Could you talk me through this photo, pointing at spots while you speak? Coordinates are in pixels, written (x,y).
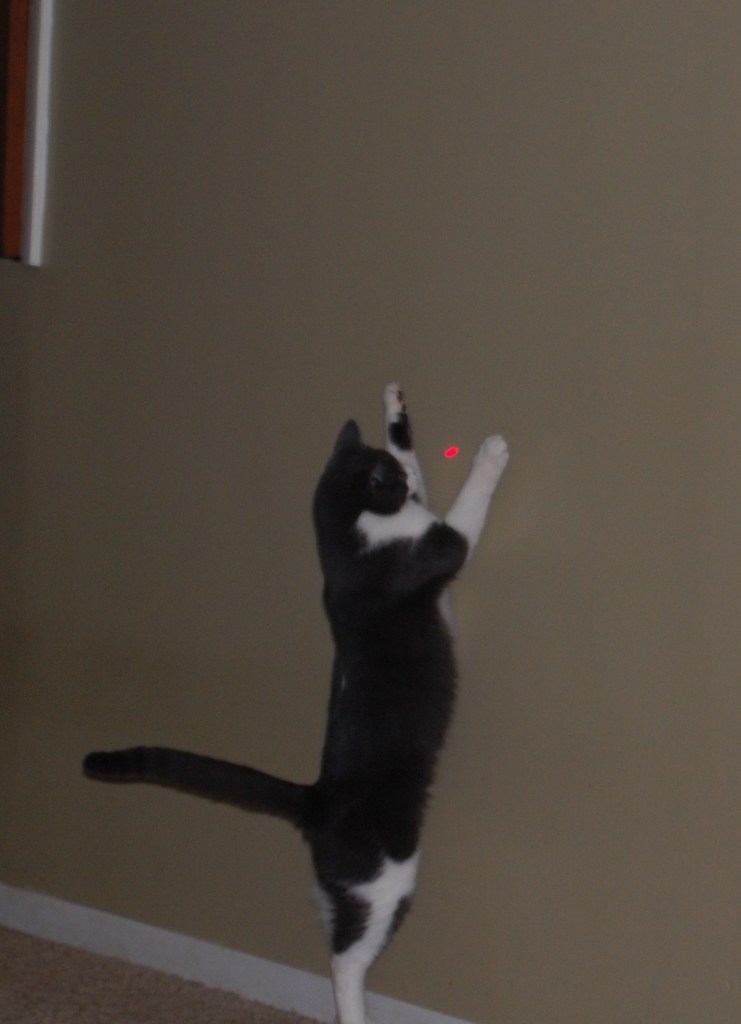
In this image we can see a cat (376,563) is standing on the floor (32,989) at the wall (490,610) and there is an object (29,92) and laser light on the wall (428,367).
